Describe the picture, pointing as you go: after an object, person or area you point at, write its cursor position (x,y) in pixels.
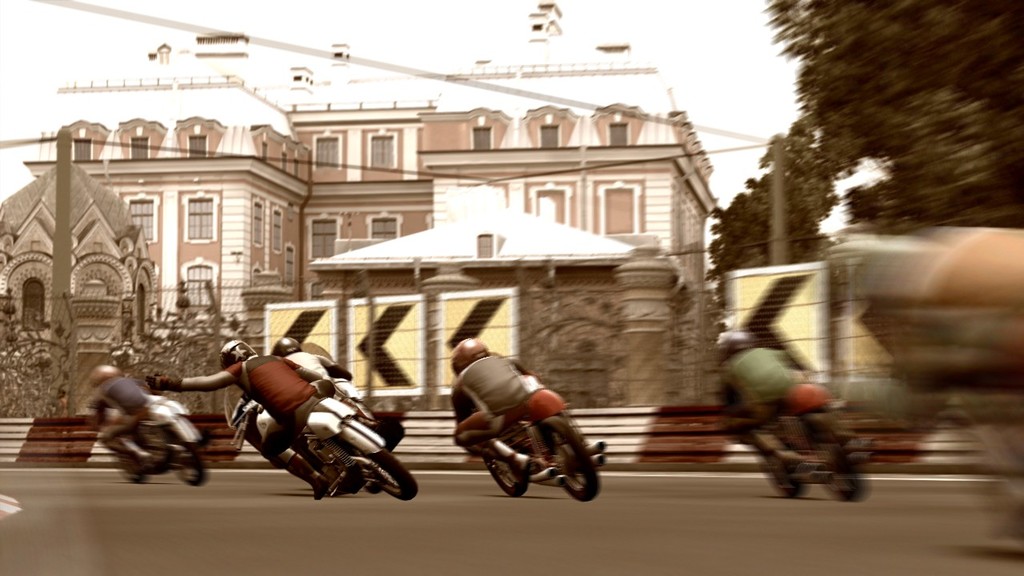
These persons (457,371) are riding a motorbike (537,438). Far there is a building (360,156) with windows (212,219). Beside this building (657,181) there are number of trees (791,189). These are sign boards (450,316).
